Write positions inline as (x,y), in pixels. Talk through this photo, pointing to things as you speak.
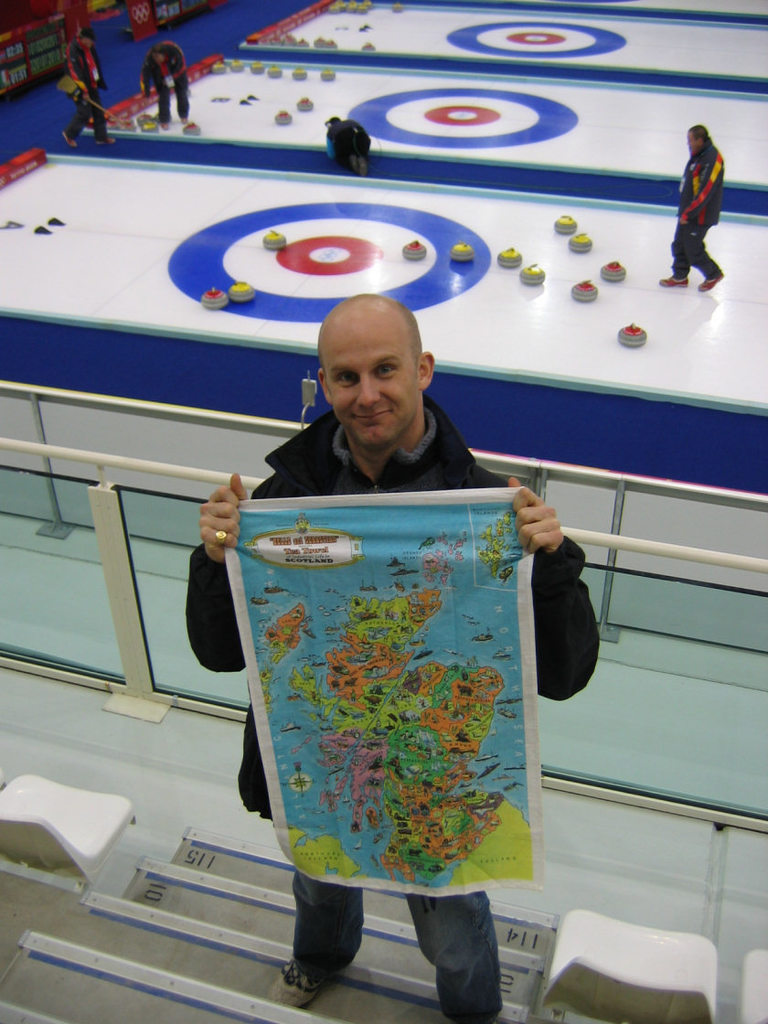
There is a person (394,368) in black color jacket (571,591), holding a map (373,555) and standing on a step (506,1005) near a fencing (142,701). In the background (752,143), there is a person (676,286) walking on the white color board (684,296), there are persons (348,153) playing and there are other objects (11,66).
